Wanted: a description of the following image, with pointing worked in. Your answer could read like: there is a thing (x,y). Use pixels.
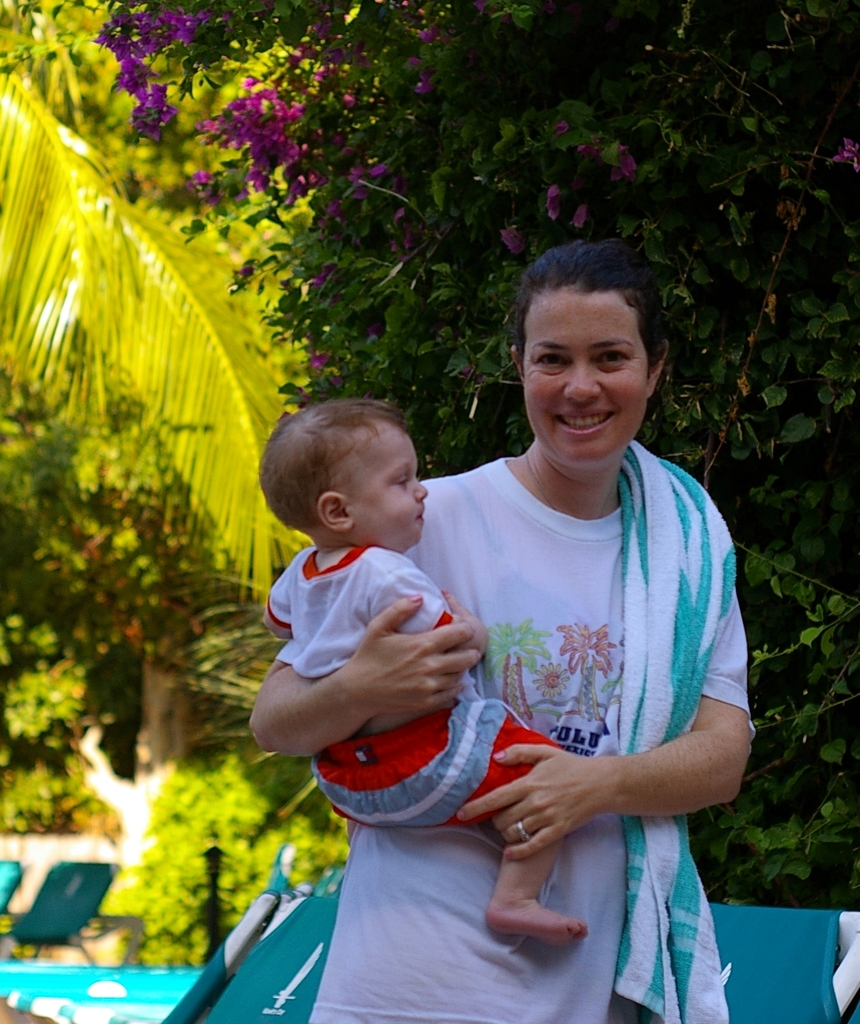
In this image there is a woman (584,746) standing with a smile on her face (605,460), there is a towel (631,538) on her shoulder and she is holding a baby (527,732), behind her there are few chairs (133,964), trees (105,771) and plants (107,754).
